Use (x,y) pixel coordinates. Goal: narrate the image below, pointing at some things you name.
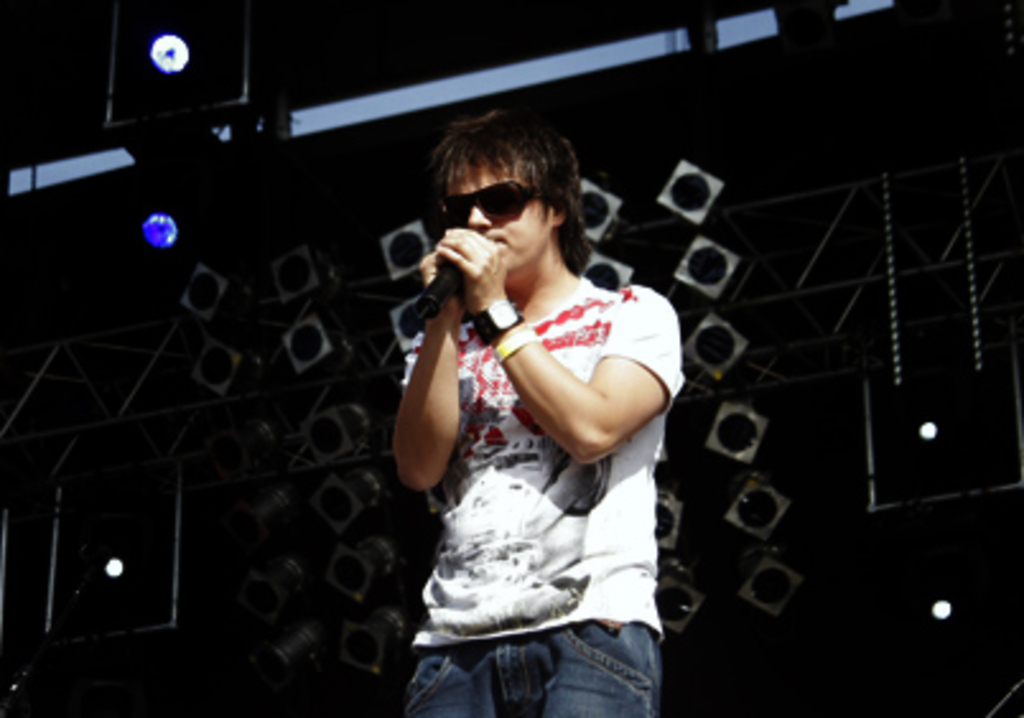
Picture consists of man (488,282) holding a microphone (423,306) and singing a song and he is wearing a wrist watch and band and T-shirt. In the background (397,229) we can find light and dark wall (63,252).
